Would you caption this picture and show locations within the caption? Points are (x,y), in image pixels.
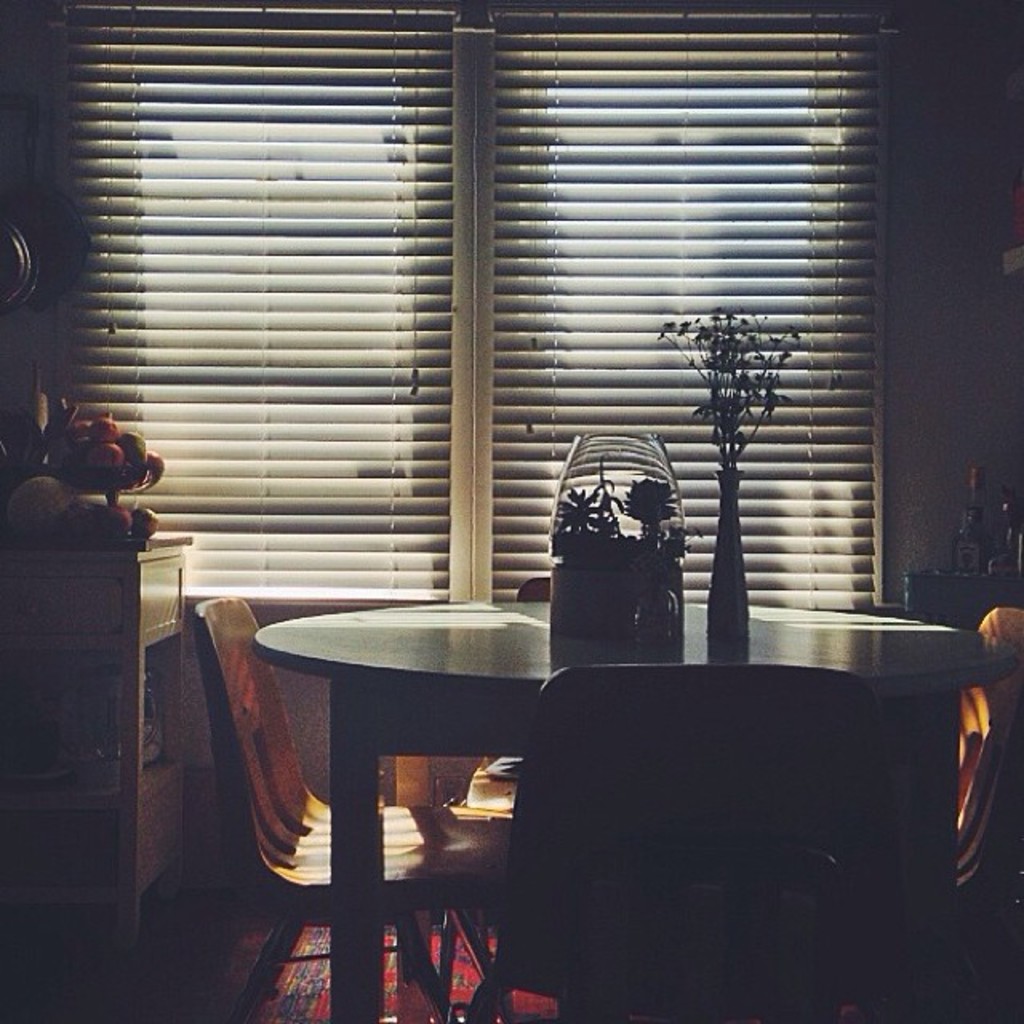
In this image, we can see a table (403,680) and some chairs (662,787) in front of the window (414,577). This table (449,654) contains a flower vase (724,524). There is an another table (120,620) on the left side of the image (115,632) contains some fruits (121,463).
